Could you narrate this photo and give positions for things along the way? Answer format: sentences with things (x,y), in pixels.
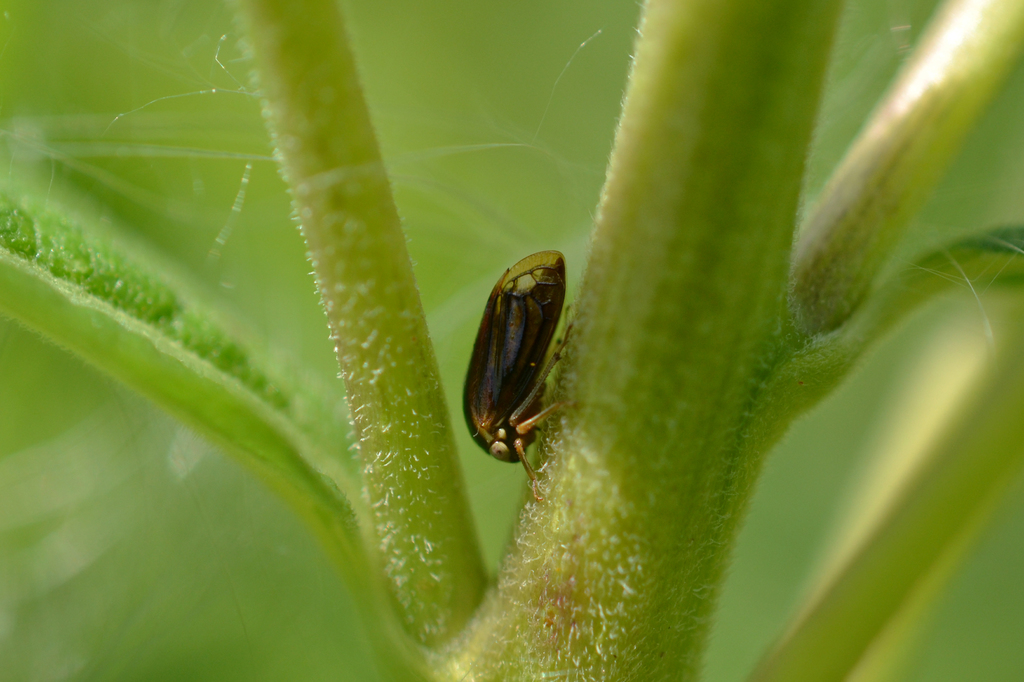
In this picture, we can see an insect (522,343) on a plant (595,311), and the blurred background (104,663).
